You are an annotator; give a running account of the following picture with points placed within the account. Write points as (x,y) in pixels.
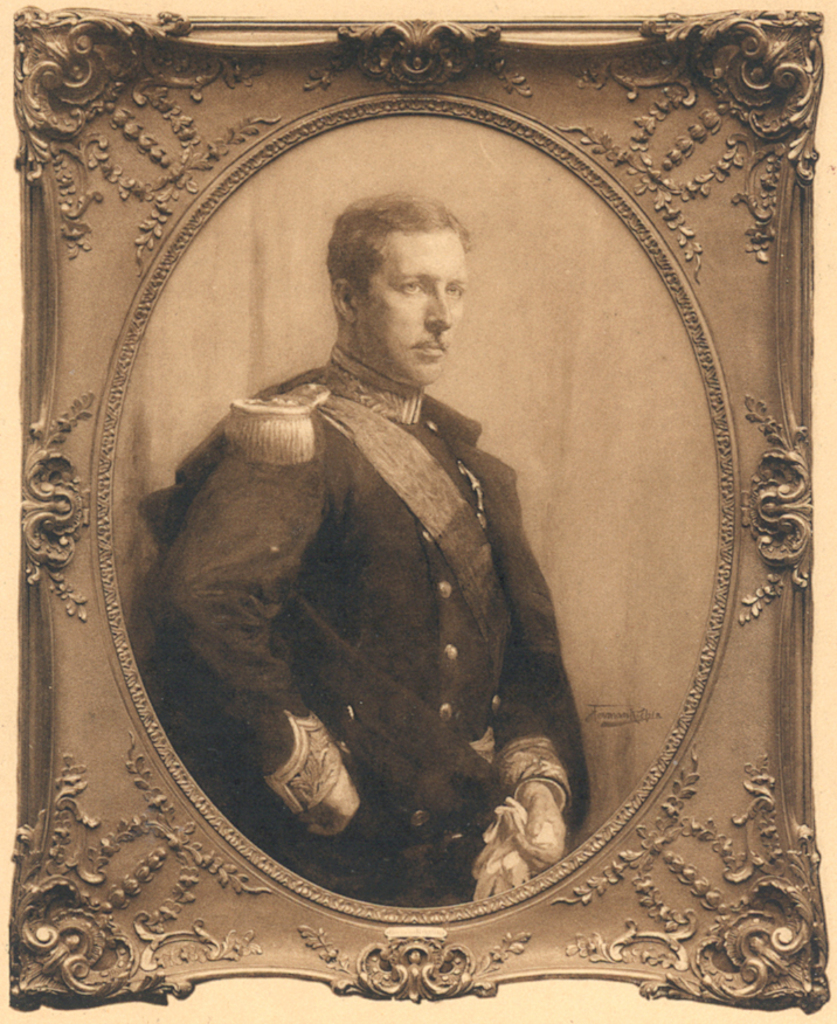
In this image I can see a photo frame (74,967) of a person (425,728).
